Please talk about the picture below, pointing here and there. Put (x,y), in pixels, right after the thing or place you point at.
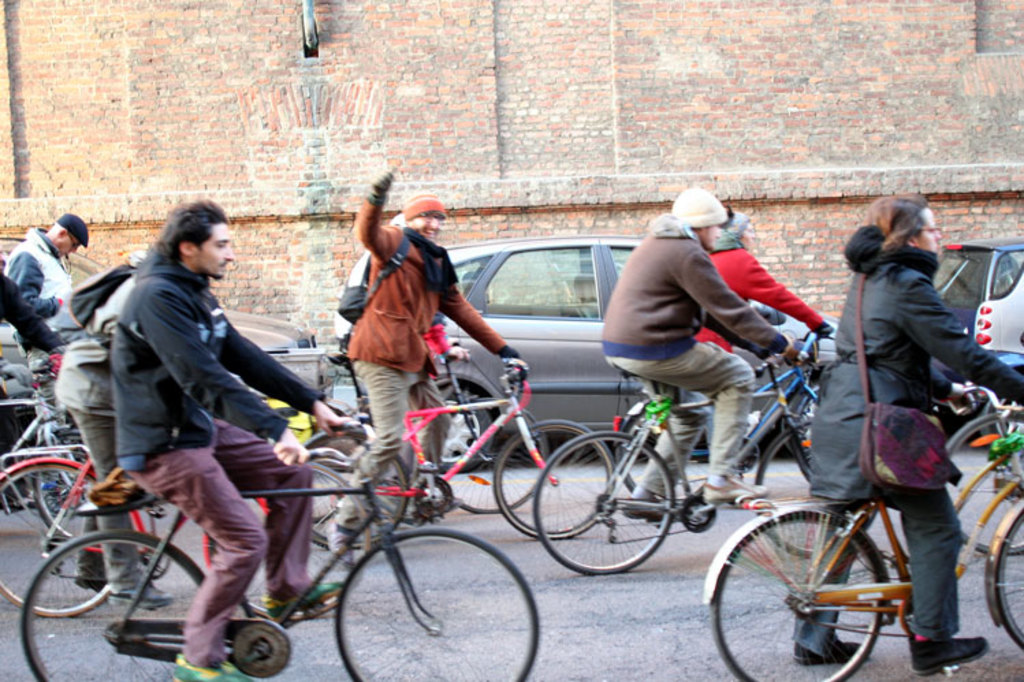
This is a picture taken in the outdoor, there are a group of people (421,345) riding the bicycle (806,569) on the road (667,613). Beside of them there are cars (581,309) are parking on the road (633,613). Backside of this people (648,341) there is a wall (462,112) with bricks (456,104).
